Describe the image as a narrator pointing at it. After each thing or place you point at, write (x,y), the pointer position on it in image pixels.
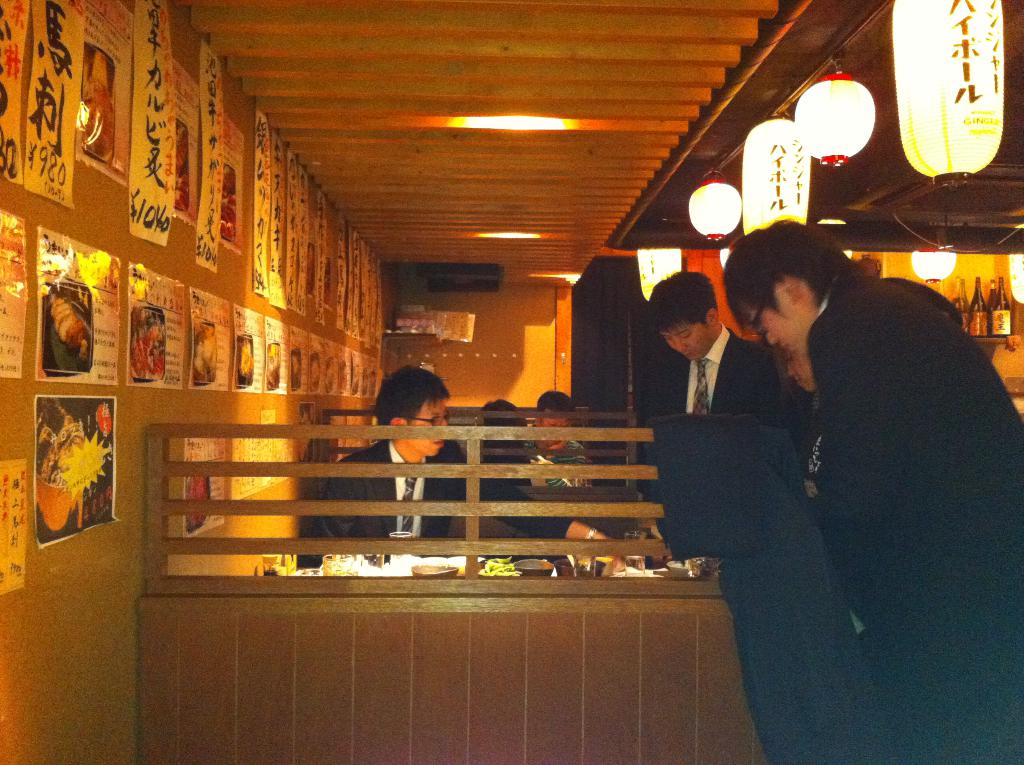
On the right side (785,479), we see the people (955,410) are standing. In front of the picture, we see a man (397,525) is sitting on the chair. In front of him, we see a table (368,569) on which the glasses (324,570), bowls (427,567) and some other objects (510,569) are placed. Behind him, we see two people (581,481) are sitting. On the right side (980,339), we see a rack (1015,344) in which the glass bottles (980,308) are placed. In the background (501,342), we see a wall (509,323). On the left side (112,286), we see a brown wall (69,572) on which the posters (151,285) are pasted. At the top (715,76), we see the lanterns (833,106) and the ceiling (653,201) of the room (572,176).
